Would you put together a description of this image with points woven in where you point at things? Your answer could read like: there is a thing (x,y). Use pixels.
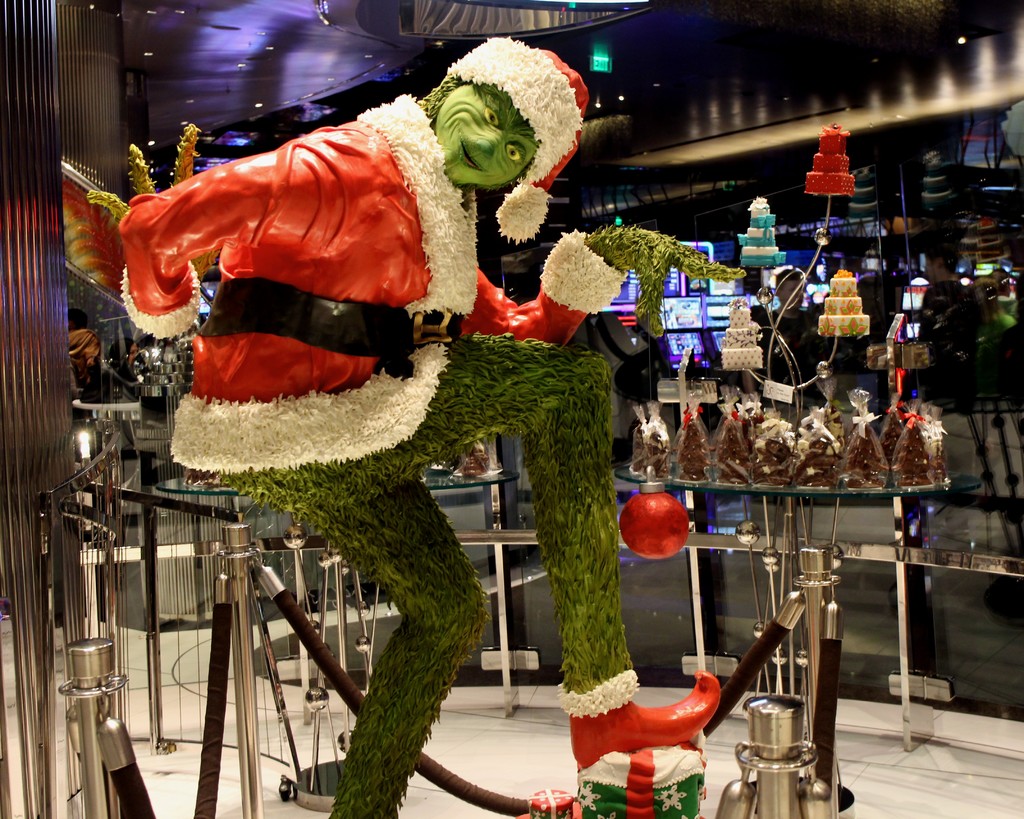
In the center of the image (378,295), we can see a statue (415,310) and in the background (822,375), there are stands (751,487), chains (269,570), food items (767,428) and at the top (270,38), there are lights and there is a roof (684,49).
